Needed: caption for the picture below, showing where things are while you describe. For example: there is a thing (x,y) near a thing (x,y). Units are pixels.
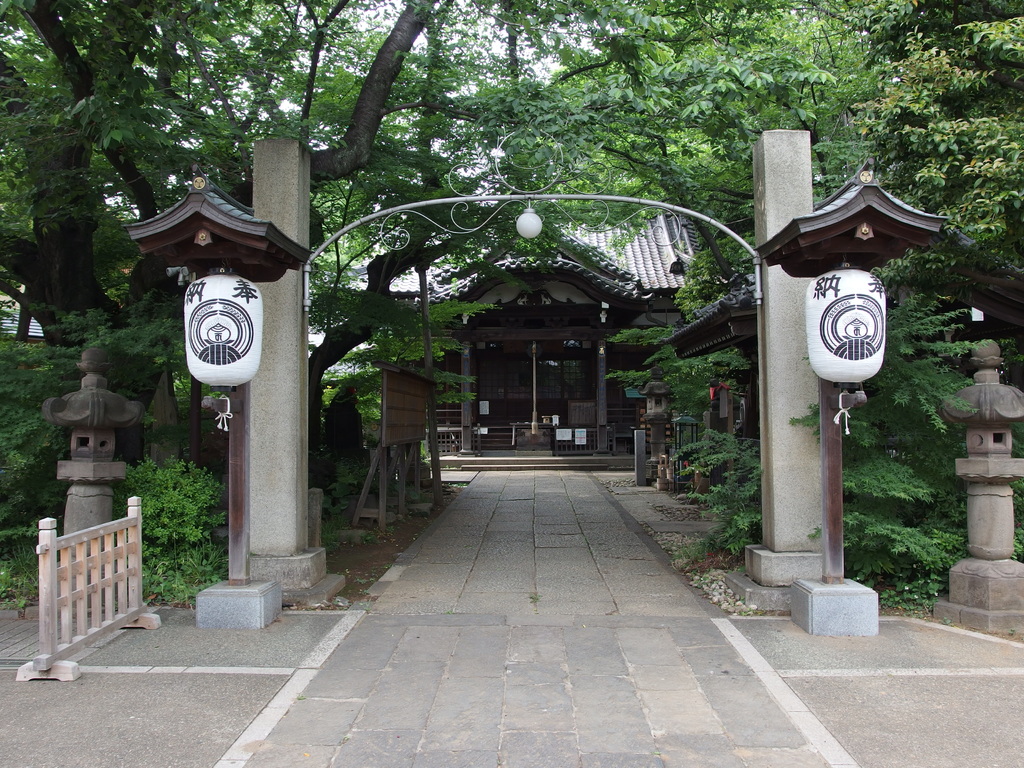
In the image we can see two pillars (270,282), fence (139,555), plants (732,531) and trees (528,76). Here we can see the house (544,368) and the footpath (523,654).
